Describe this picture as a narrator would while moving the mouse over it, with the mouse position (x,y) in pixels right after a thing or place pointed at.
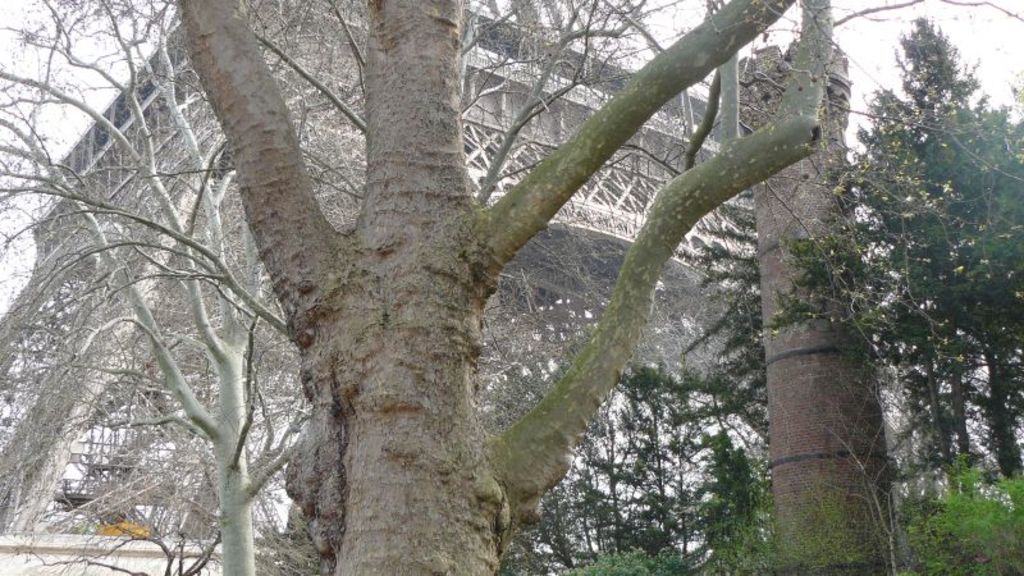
As we can see in the image there are trees (480,401) and building (568,226). On the top (784,45) there is sky (794,8).
